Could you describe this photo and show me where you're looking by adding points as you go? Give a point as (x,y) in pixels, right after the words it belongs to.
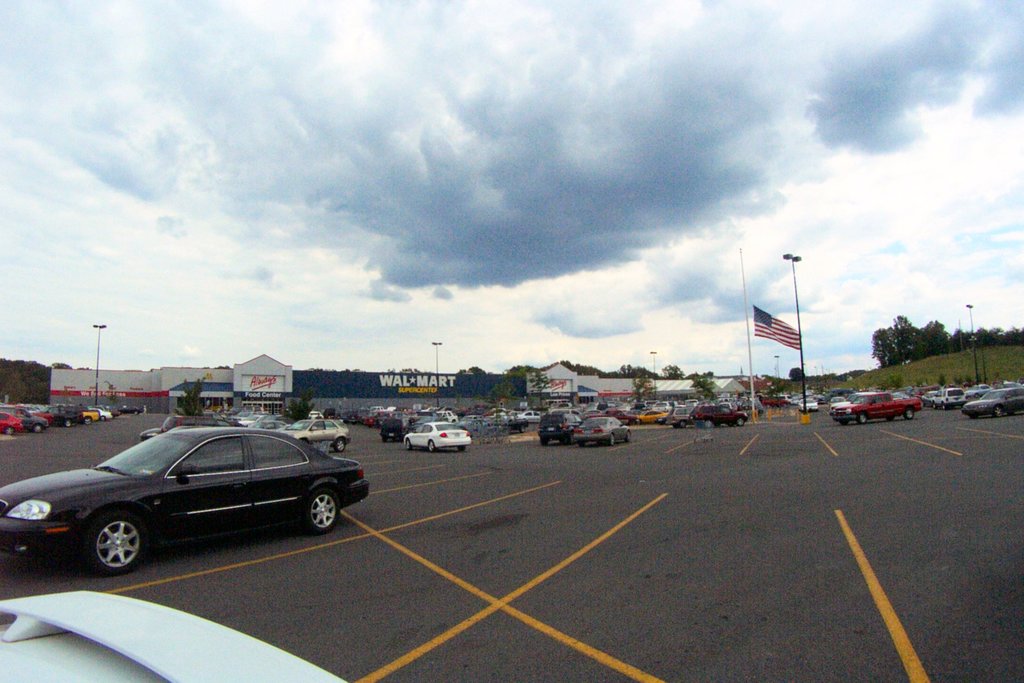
In this image we can see a parking area (557,446). There are many vehicles (168,422). Also there are poles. And there is a flag (758,322). In the back (159,372) there are buildings (488,400). There are trees (889,361). Also there is sky (359,221) with clouds (317,253).
